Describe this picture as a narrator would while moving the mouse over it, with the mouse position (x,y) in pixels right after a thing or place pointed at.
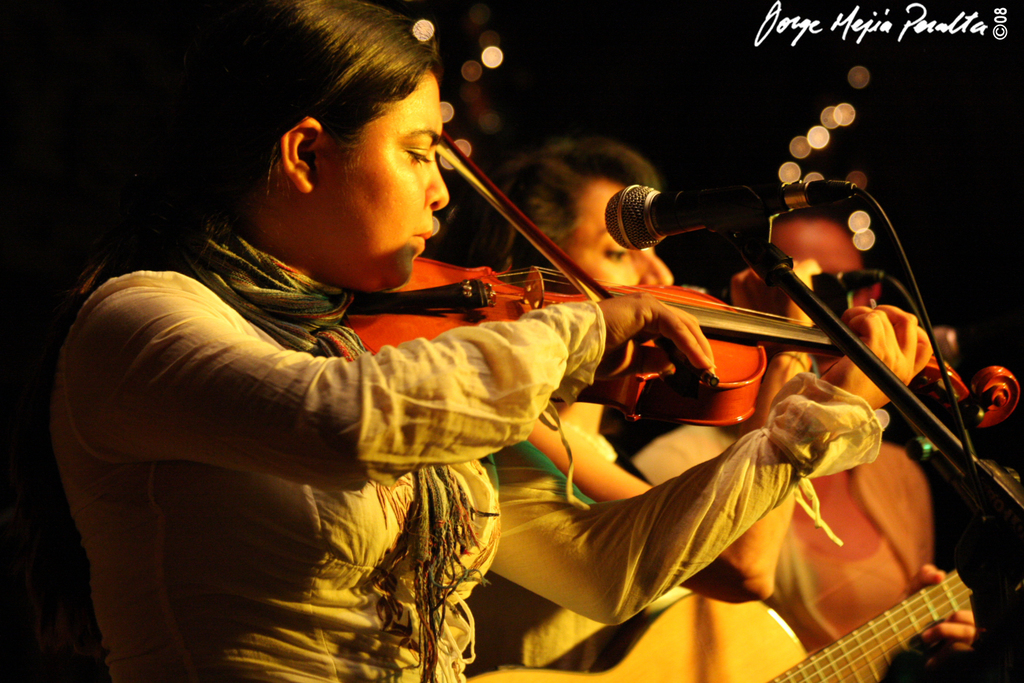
In the picture we can see a woman (386,393), playing a violin (466,285) near the microphone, beside a woman (474,369) there is a another person (629,155) sitting.
